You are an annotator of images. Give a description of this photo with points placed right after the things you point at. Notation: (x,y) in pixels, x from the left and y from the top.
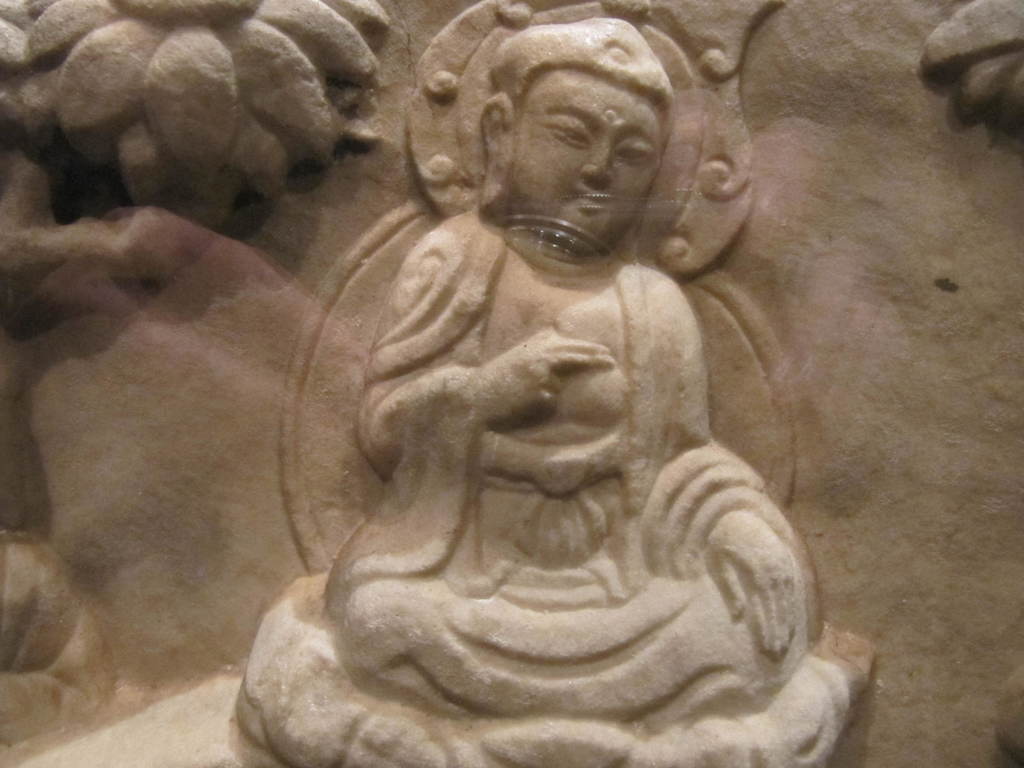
In the middle of this image (661,477), there is a sculpture (379,556) of a person (611,90). On the top left (126,13), there is a sculpture (104,68) of a flower (112,85). On the top right (1013,47), there is a sculpture (967,50) of an object (974,44). On the left side (16,409), there is a sculpture (2,695).
